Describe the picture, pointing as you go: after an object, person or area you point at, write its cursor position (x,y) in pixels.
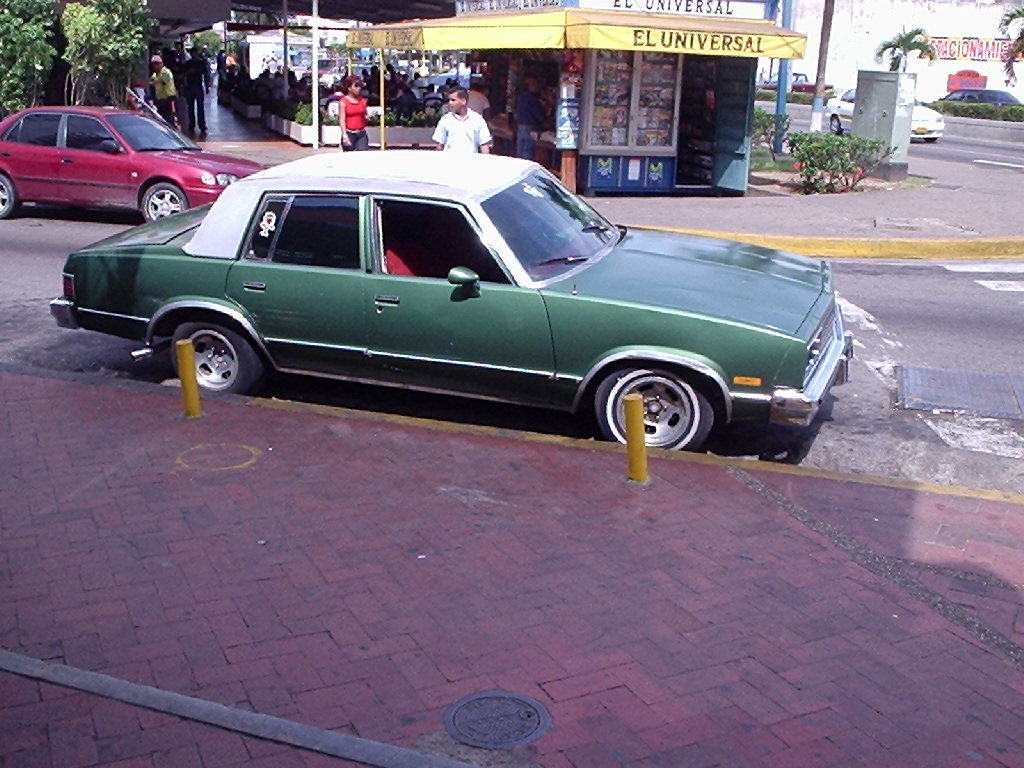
In this image in the center (551,365) there are some cars (501,157) and some persons (473,137) are walking, and in the background (693,81) there are some stores (727,92), poles (782,108), trees (42,70), buildings (930,81) and on the right side (918,127) there is a car (914,106). At the bottom (200,588) there is a road (31,258) and footpath (650,555).
